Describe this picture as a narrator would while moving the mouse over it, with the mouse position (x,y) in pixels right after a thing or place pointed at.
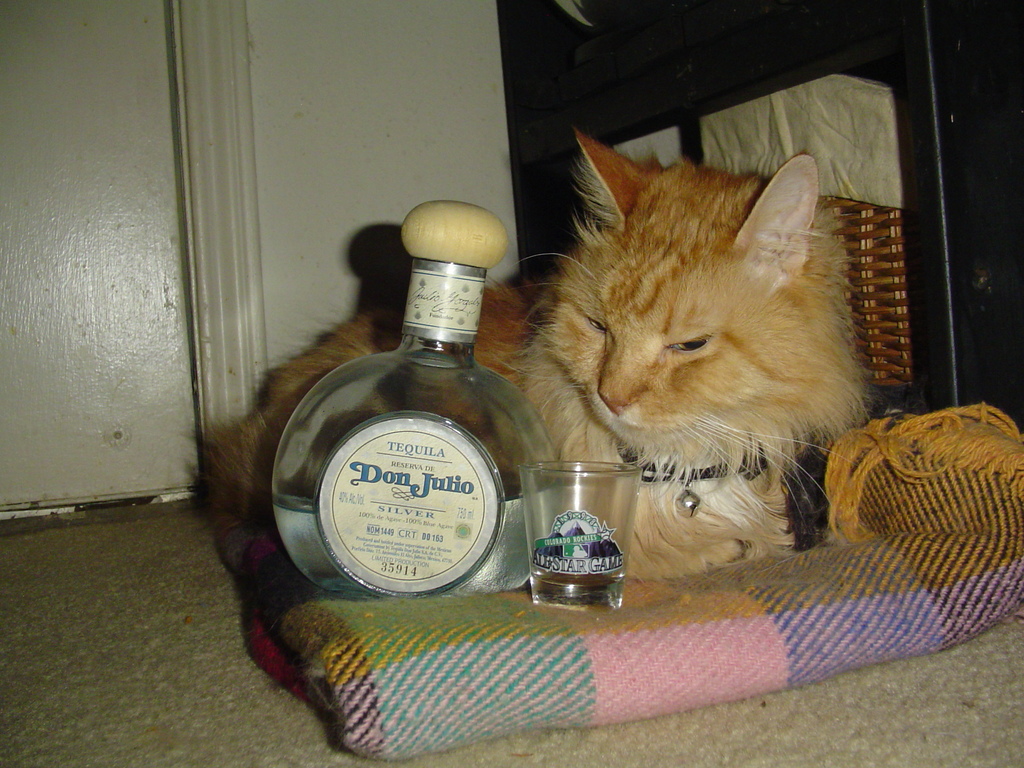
In this image I can see a cat (615,455) sitting on the blanket (695,598). There is bottle (448,460) and glass (560,556) on the blanket (670,598). At the back side (424,188) the wall (397,163) is in white color. On the right side (947,112) there a black rack (952,167). The cat (691,488) has a bell (688,504) on the neck (701,510).
